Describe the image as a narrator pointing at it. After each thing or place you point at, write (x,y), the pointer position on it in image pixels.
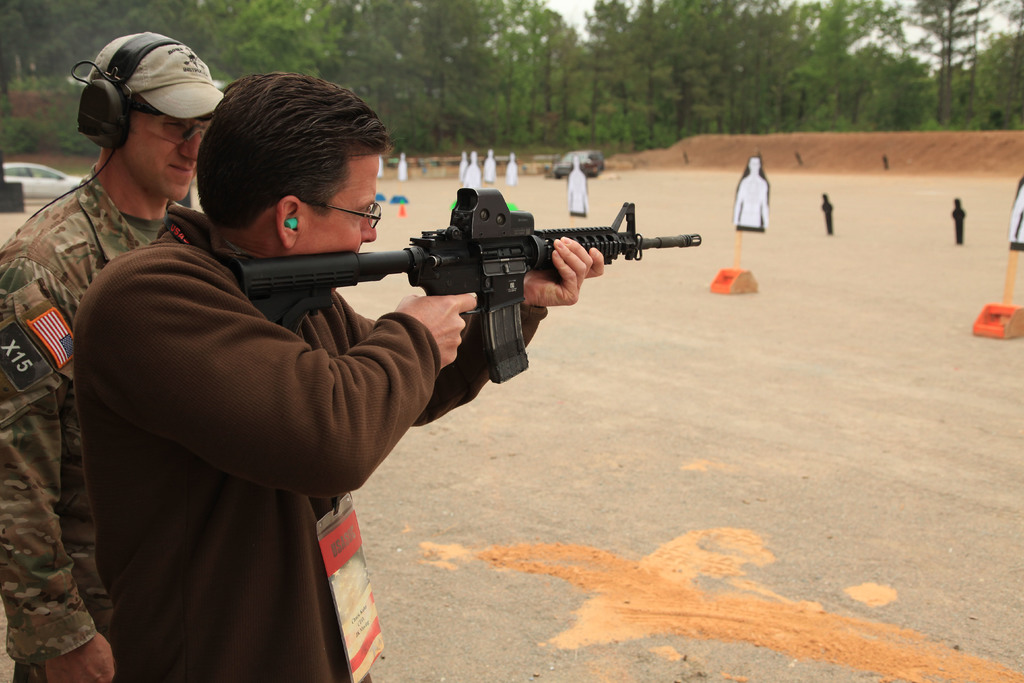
In this image on the left side (139,263) there are two persons (174,272) standing, and one person (173,266) is holding a gun (263,287) and one person (117,157) is wearing a headset (120,128). In the background (622,196) there are some wooden sticks (735,250), sand (718,214), trees (915,124) and some objects (720,275). At the bottom (618,516) there is sand (697,493) and on the left side (47,178) there is car (73,178).
